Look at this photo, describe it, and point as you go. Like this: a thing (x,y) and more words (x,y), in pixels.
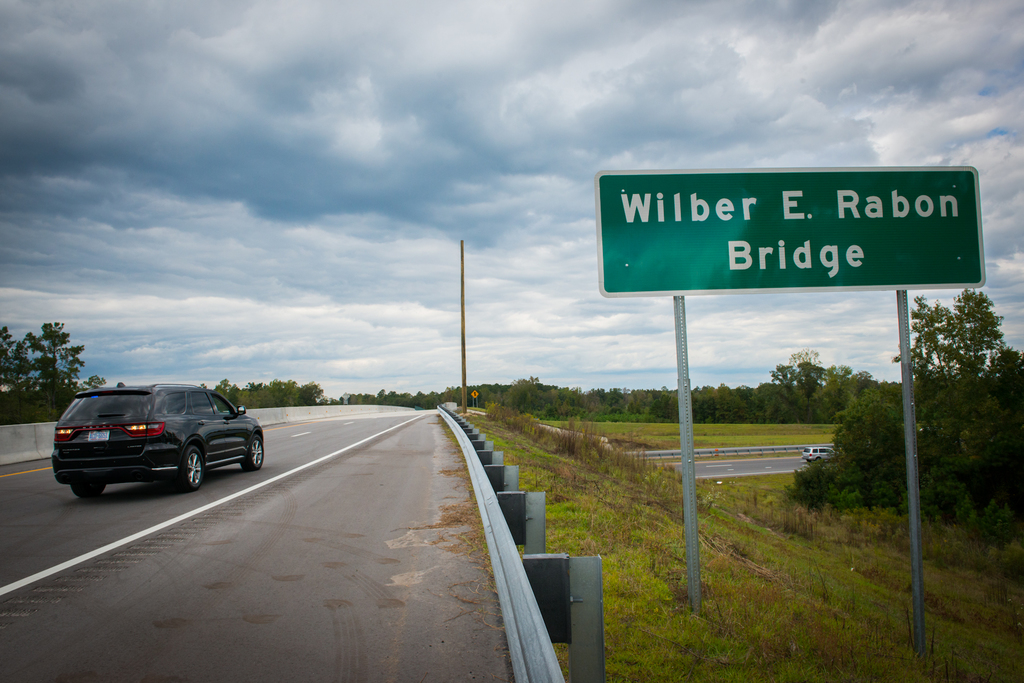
In this image we can see a car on the road (291,511). We can also see some grass (656,533), board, trees (826,475), fence (460,415), car (808,453) on the road (742,471) and a pole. On the backside (328,294) we can see the sky (332,260) which looks cloudy.
